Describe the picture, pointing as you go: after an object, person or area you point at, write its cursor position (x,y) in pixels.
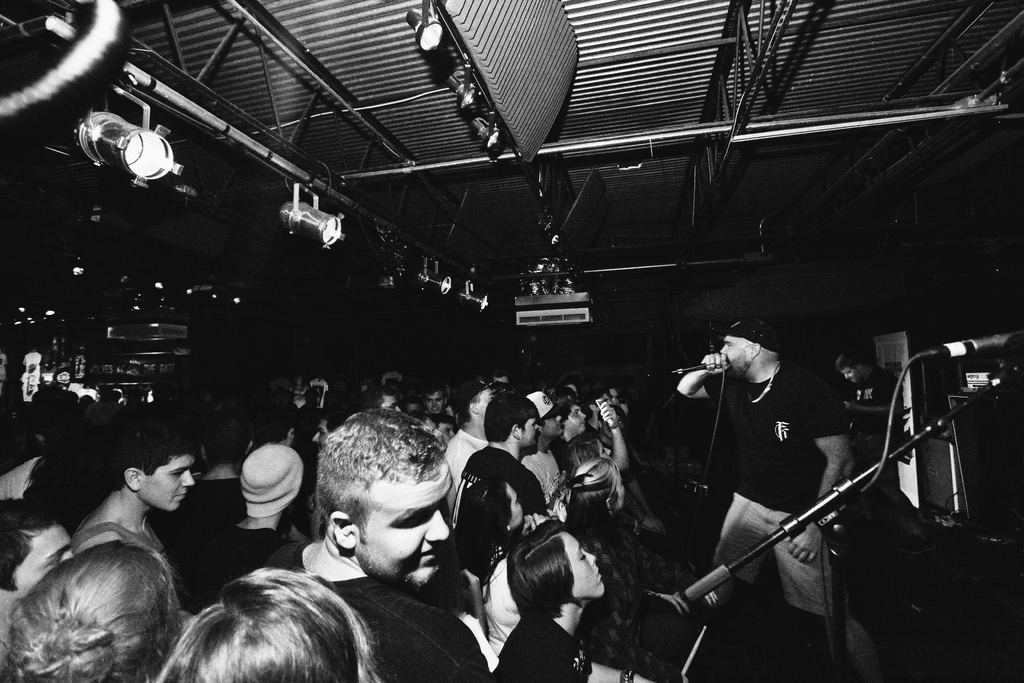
In the image we can see there are lot of people (382,446) who are standing and there is a projector (559,296) on the top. There is a man (824,460) who is standing and holding mic (697,373) in his hand (721,365) and behind there is another person (847,359) who is standing and the image is in black and white colour.
